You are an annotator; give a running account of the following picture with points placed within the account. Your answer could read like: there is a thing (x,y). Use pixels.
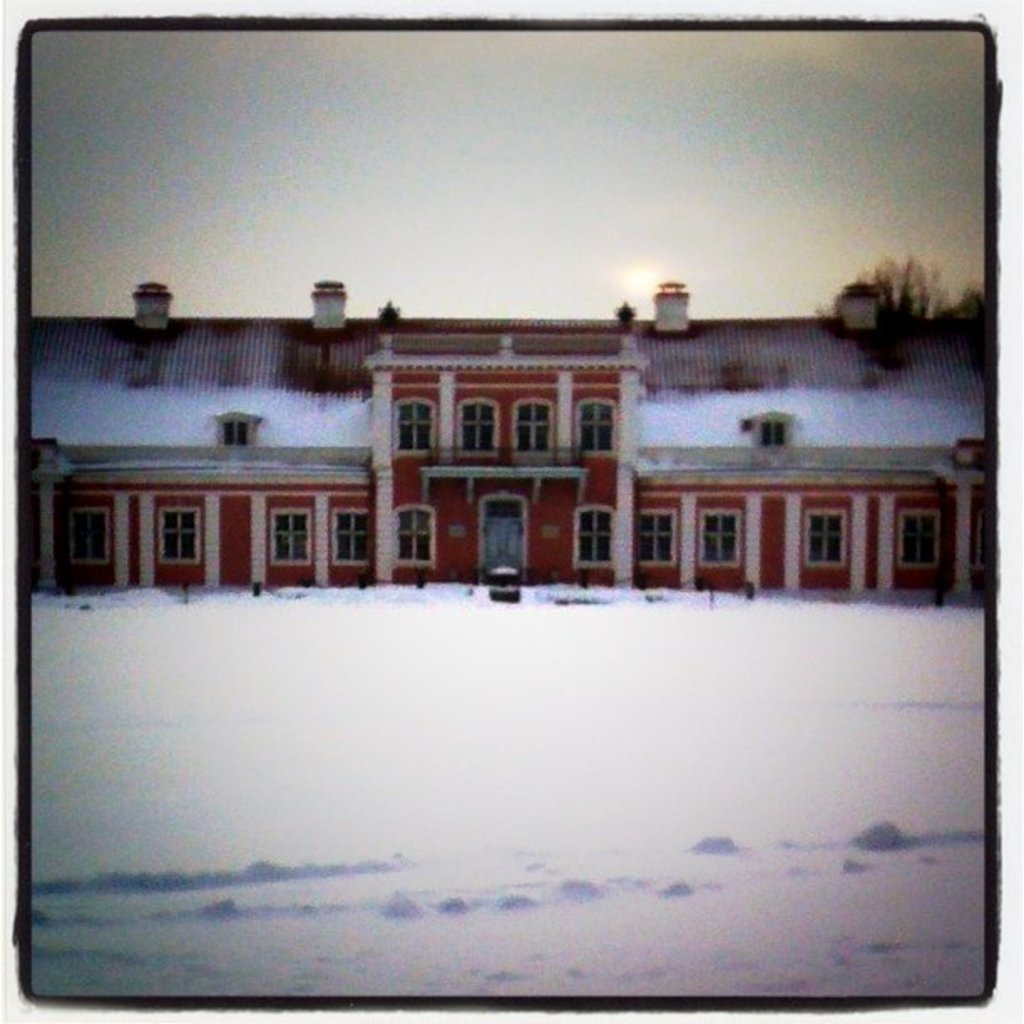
In this image we can see a photo. In the photo we can see a building (584,445). On the building (594,456) there are windows (298,520) and a door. In front of the building (218,535) we can see the snow (491,766). At the top (502,261) we can see the sky (515,182).
